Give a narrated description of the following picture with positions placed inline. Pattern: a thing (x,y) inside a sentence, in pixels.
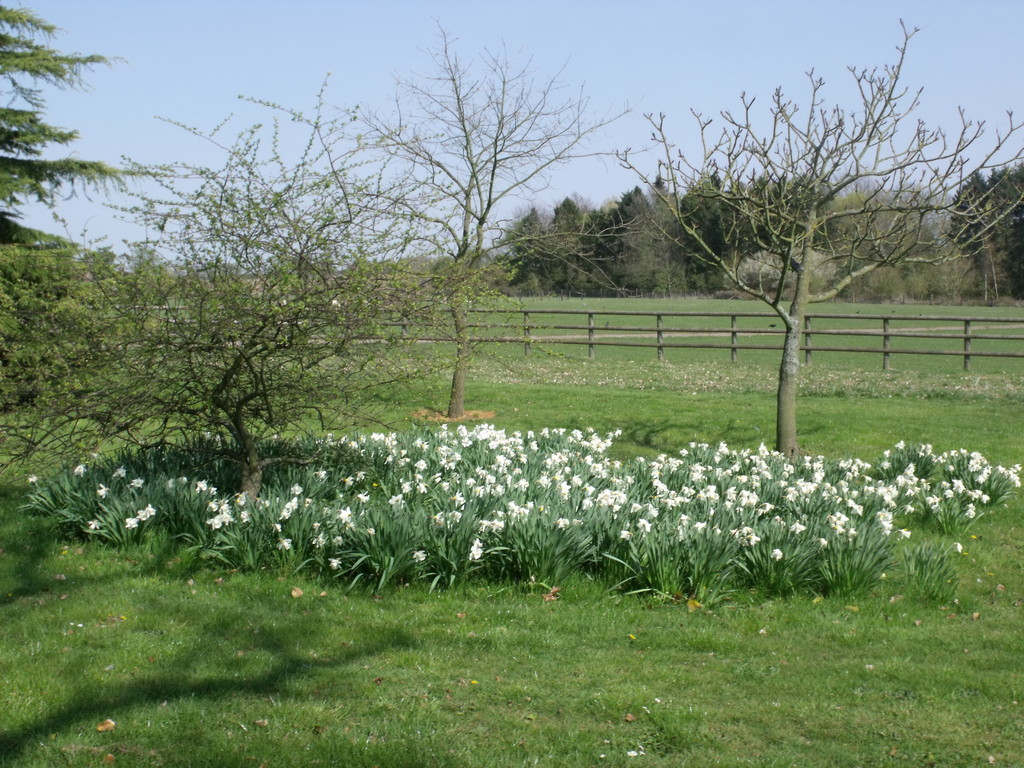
In the image in the center (596,346) we can see plants (401,484), grass (620,414), flowers (554,454), trees (440,309) and fence (567,341). In the background (324,69) we can see sky (750,171) and trees (627,256).
